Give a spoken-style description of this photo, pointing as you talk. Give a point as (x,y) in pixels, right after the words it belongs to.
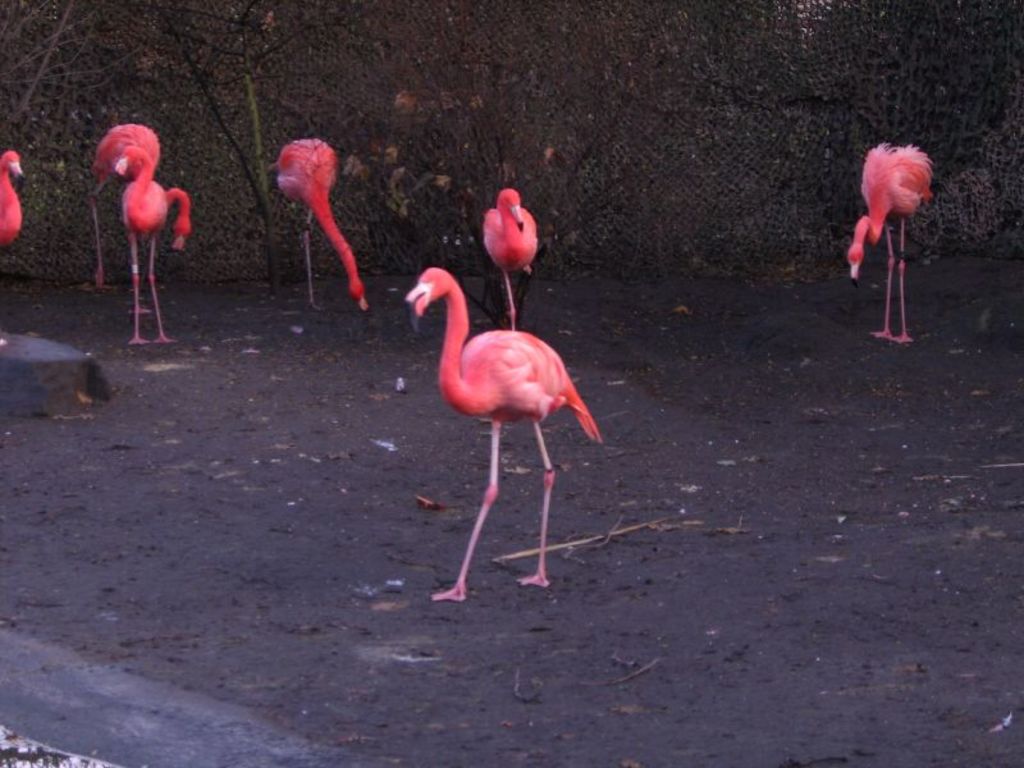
This picture is clicked outside. In the center (409,301) we can see the group of flamingos (105,160) standing on the ground (689,496). In the background (762,162) we can see the trees (99,85) and some other objects (215,196).
